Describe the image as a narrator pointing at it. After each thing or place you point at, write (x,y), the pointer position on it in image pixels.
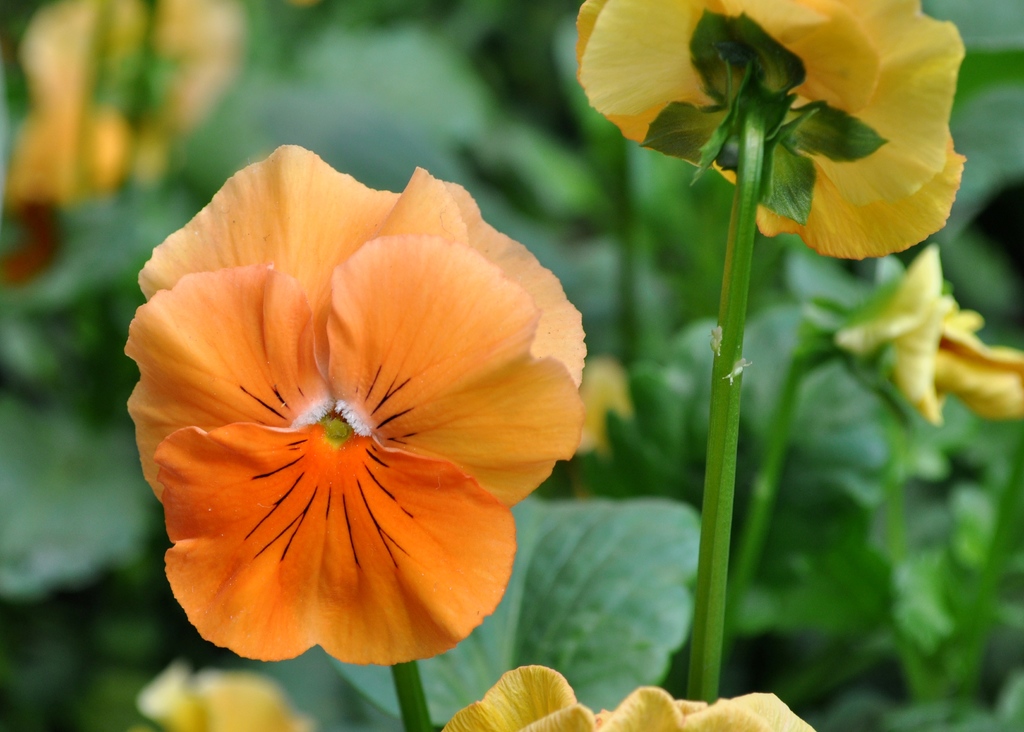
In this image we can see some flowers (498,457).
